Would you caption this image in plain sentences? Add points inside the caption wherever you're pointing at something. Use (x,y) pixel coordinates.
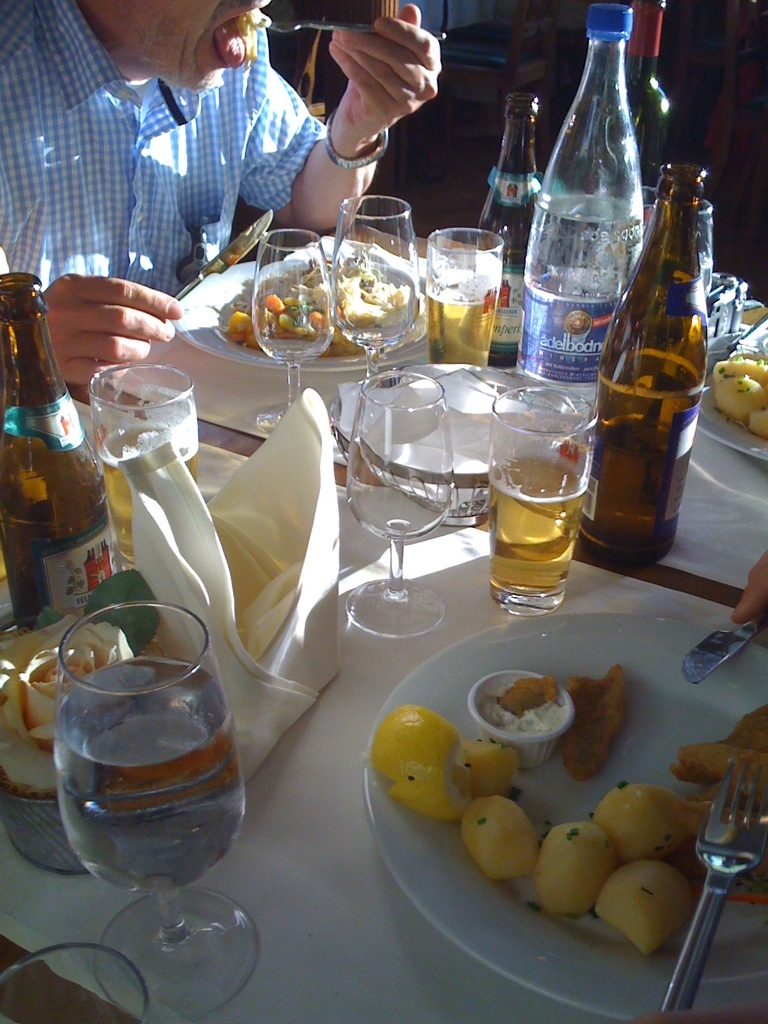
On this tables (265,799) there is a cloth (739,568), glasses (523,575), bottles (649,360), bowl (471,411), plates (216,335), cup (476,695), fork (706,834) and food (689,839). Beside this table (278,385) a person (167,272) is sitting and eating with fork (323,30), on the other hand (134,322) he is holding a knife (226,265).
